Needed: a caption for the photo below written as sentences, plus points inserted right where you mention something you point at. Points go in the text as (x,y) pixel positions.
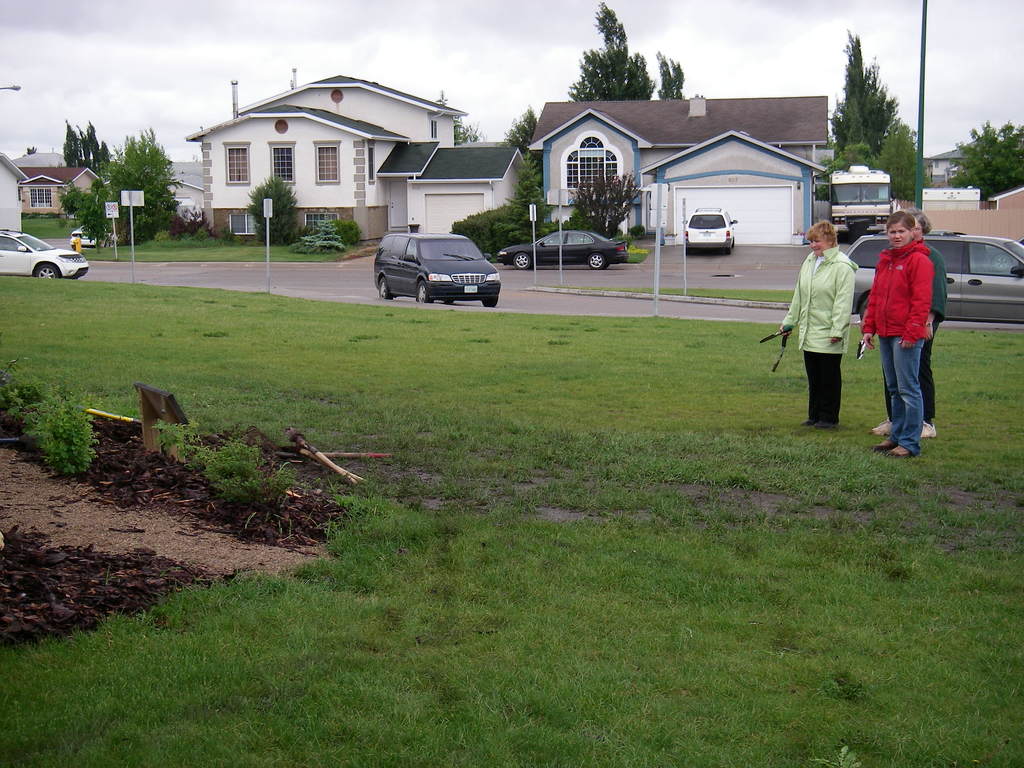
In this image there are three people (811,320) standing on the grass surface (793,376) by holding some objects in their hands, in front of them there are tools (336,468) on the surface (259,385) in front of the tools (303,450) there are some objects (159,414). Behind them there are cars (432,251) on the road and there are sign boards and lamp posts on the pavement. In the background of the image (458,167) there are plants (274,200), bushes (288,192), trees (516,146) and buildings (469,146). At the top of the image (76,96) there are clouds (78,109) in the sky (137,92).
